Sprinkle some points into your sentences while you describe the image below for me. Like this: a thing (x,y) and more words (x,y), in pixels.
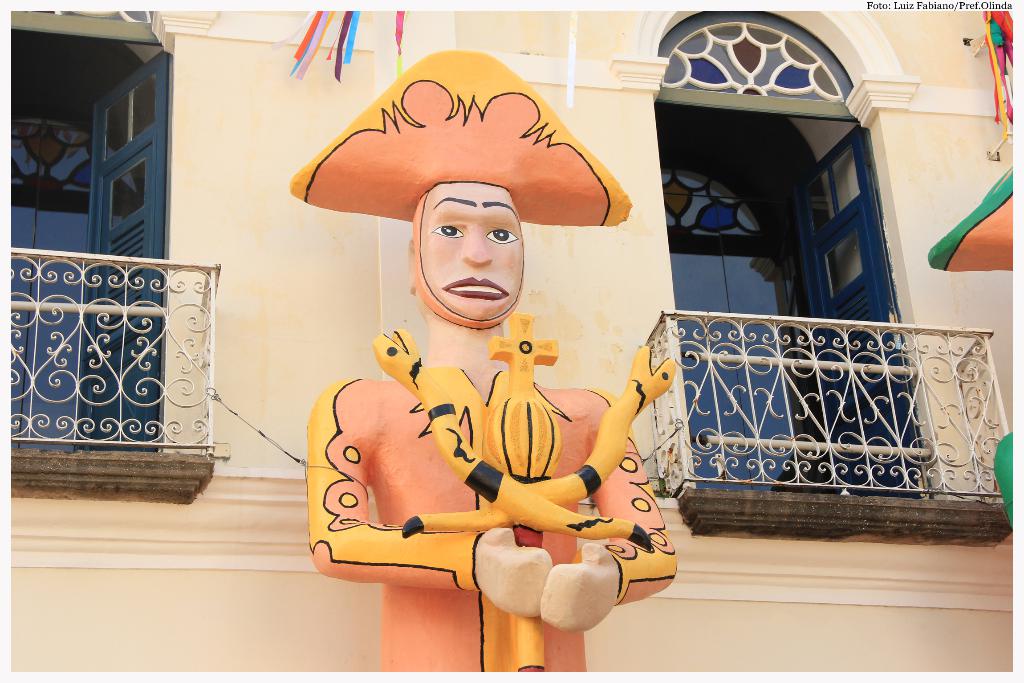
This image consists of a building (679,188) and a sculpture (494,437). There are two windows (125,342) in blue color.
